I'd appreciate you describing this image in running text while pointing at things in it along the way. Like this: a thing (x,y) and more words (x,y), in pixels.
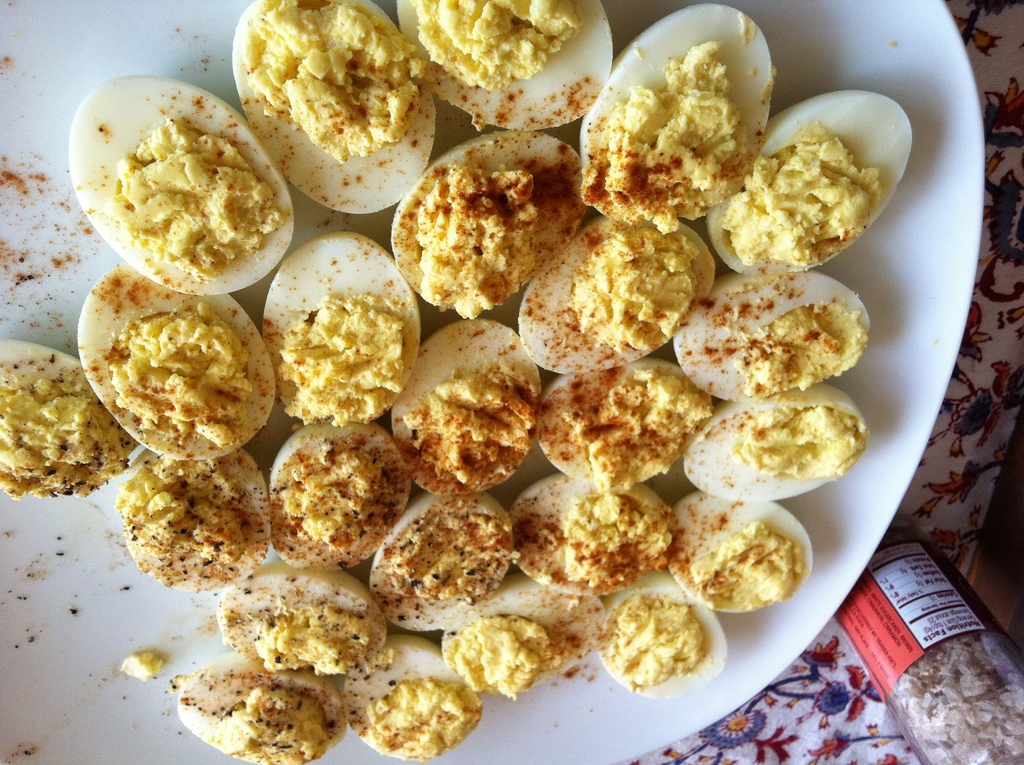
In this image there is a plate (854,286) on which there are eggs (270,321) which are cut into pieces (425,397). On it there is chili powder (604,177). On the right side (927,664) bottom there is a bottle (882,675).
